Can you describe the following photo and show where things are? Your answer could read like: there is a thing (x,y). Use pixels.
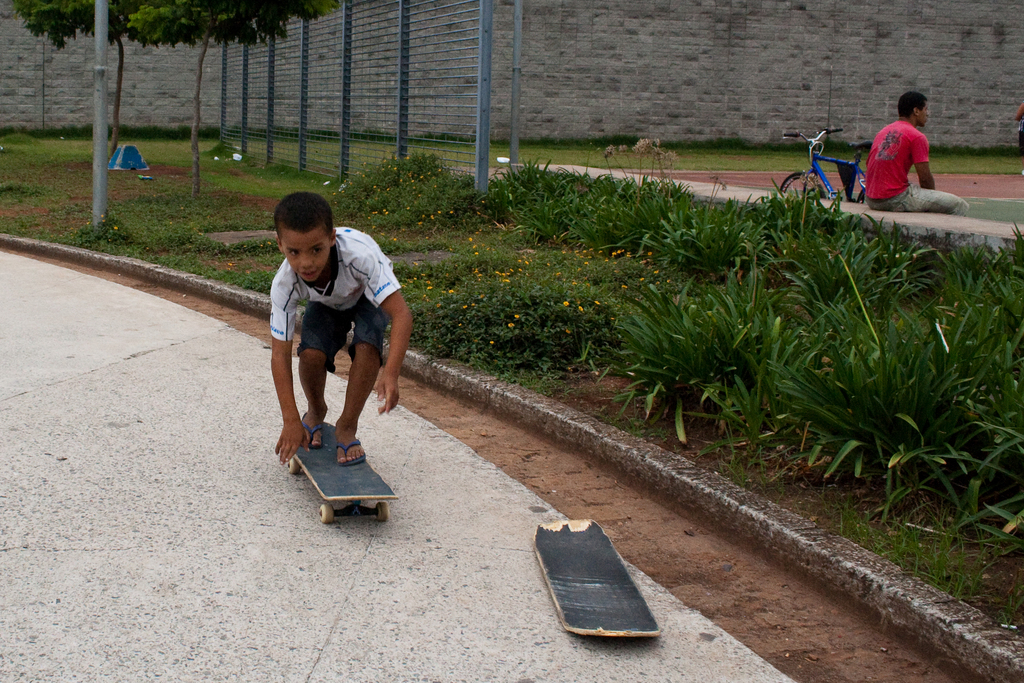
In this picture we can observe a boy (305,364) on the skating board (315,475). He is skating on the floor (149,525). There are some plants (630,272) on the ground (178,223). On the right side (937,202) there is a person (888,160) sitting. Beside him there is a bicycle (829,191). We can observe a fence (342,104). There are trees (139,41) and a pole (102,111) on the left side (101,184). In the background (578,51) there is a wall (661,56).
